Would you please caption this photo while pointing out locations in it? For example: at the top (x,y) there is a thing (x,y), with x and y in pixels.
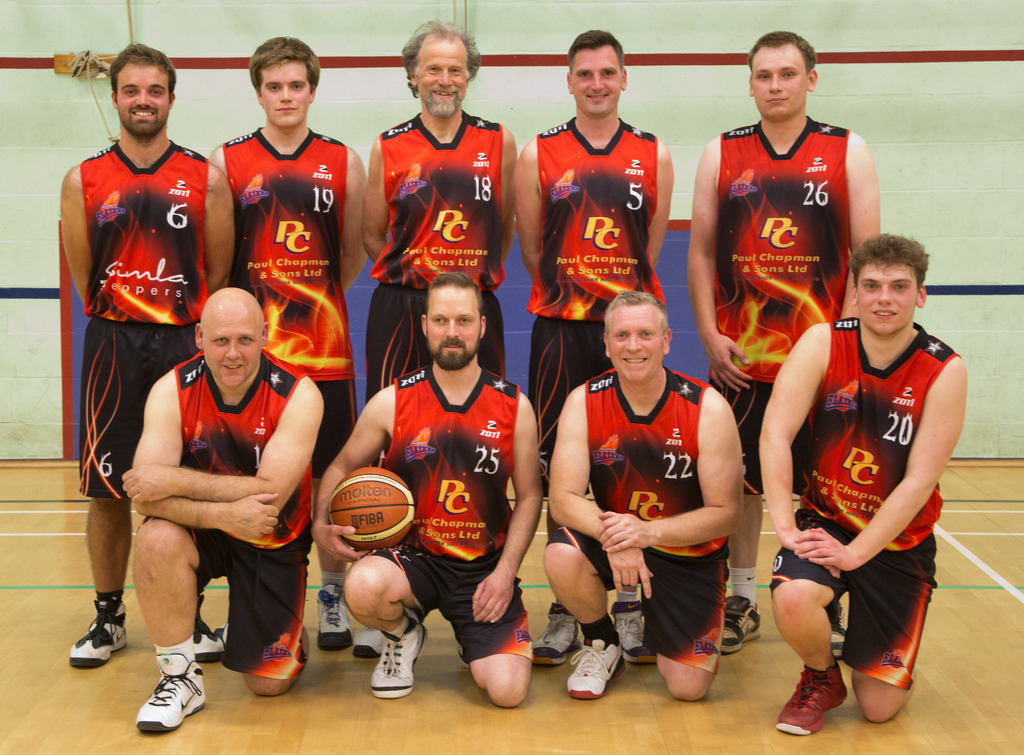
Here we can see few persons (508,420) are posing to a camera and they are smiling. He is holding a ball (362,474) with his hand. This is floor (634,736). In the background (79,44) there is a wall (695,82).
